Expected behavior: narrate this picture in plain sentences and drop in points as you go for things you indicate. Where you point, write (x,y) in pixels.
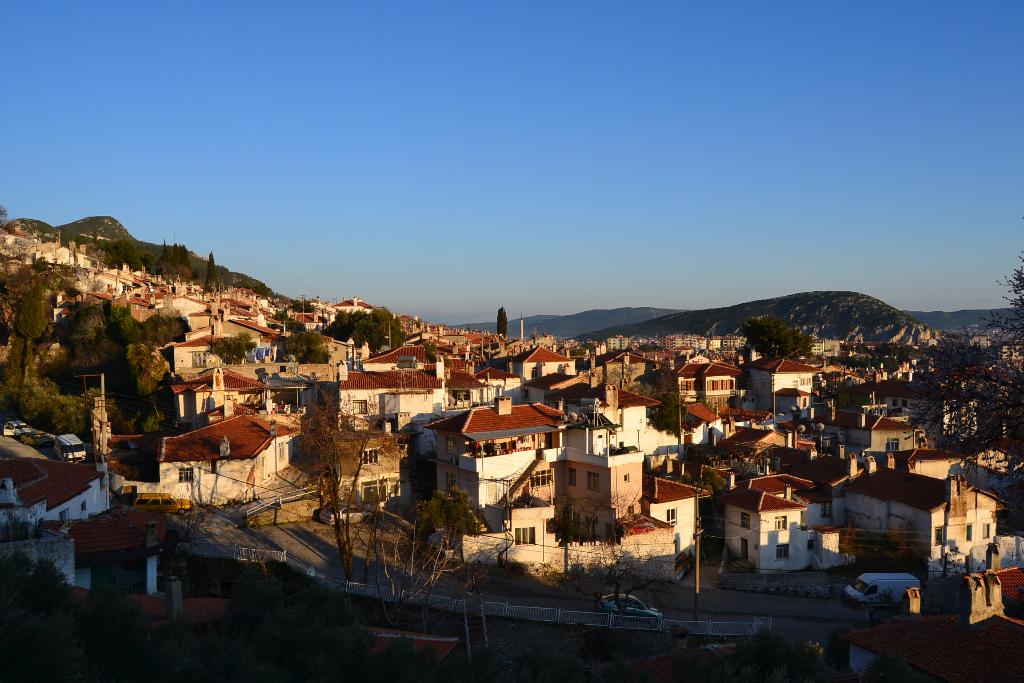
At the bottom of the image (266,660) there are many trees (121,658). And in the image there are many houses (469,383) with roofs (911,384), walls (612,479), windows (599,476) and poles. And also there are many trees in the middle of the image (344,453). In the background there are hills (999,322). At the top of the image (455,115) there is a sky (627,129).
